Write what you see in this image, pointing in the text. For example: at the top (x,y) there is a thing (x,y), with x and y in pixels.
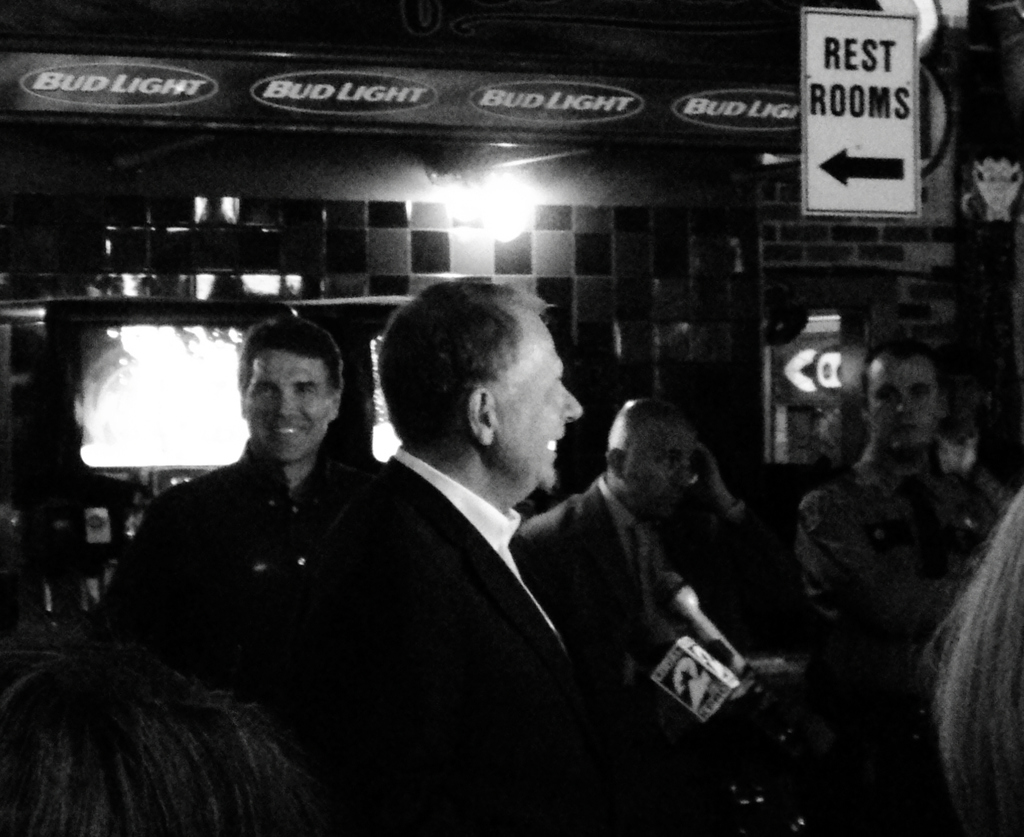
At the bottom of the image (181,679) few people (458,333) are standing and smiling. Behind them there is a wall (152,219), on the wall (178,222) there is a banner (27,60) and sign board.
